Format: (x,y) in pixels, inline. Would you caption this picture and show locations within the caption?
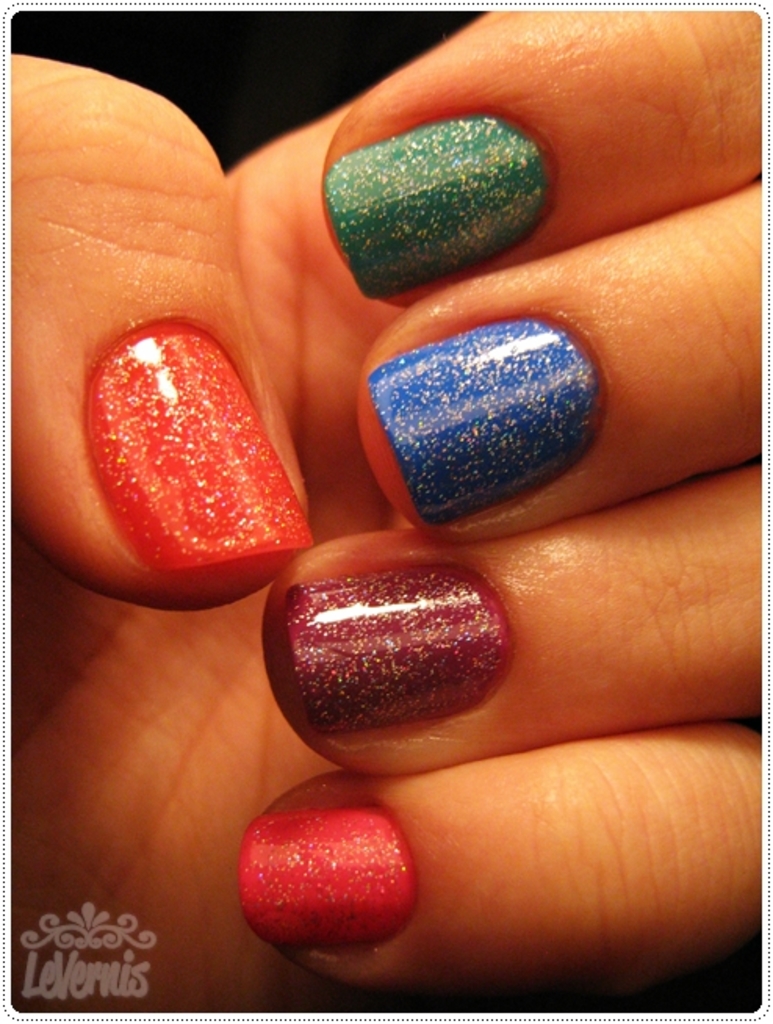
In this image we can see the fingers (347,557) of the person (377,502) and there are nail paints (213,551) on the nails (213,551).
